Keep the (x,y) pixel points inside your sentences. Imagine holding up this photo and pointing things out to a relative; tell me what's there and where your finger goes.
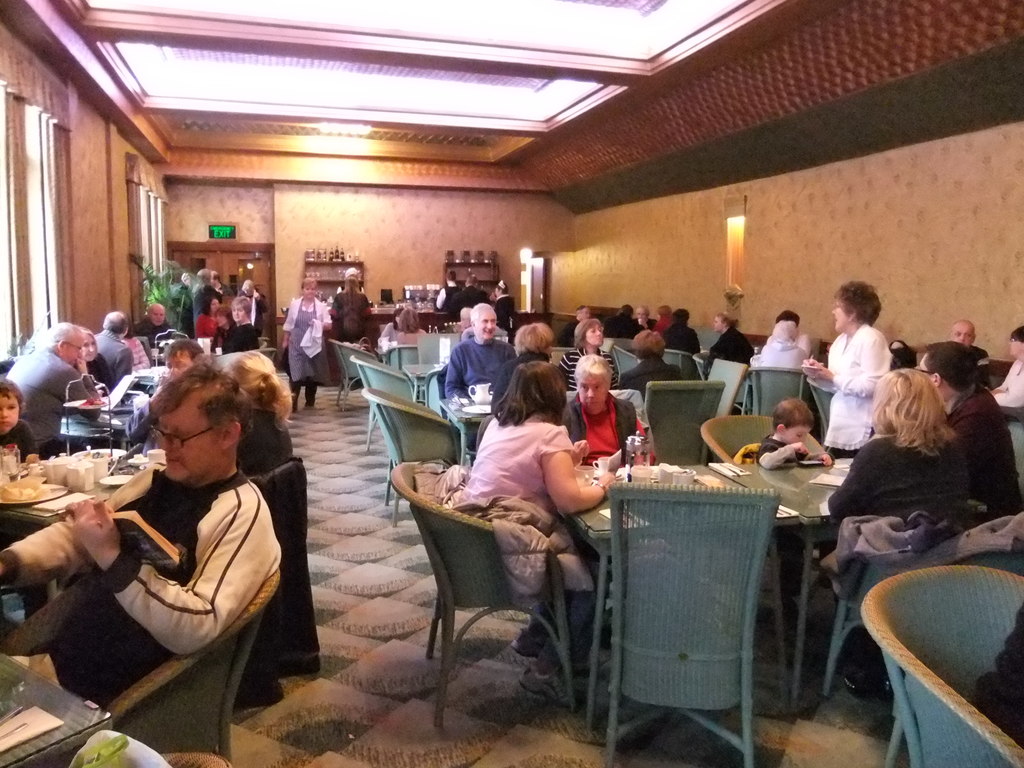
This picture shows a restaurant (626,448) where all the people (790,456) seated on the chairs (619,618) and we see few cups (73,477) and plates (53,495) on the table (89,458) and a woman (316,368) standing.
